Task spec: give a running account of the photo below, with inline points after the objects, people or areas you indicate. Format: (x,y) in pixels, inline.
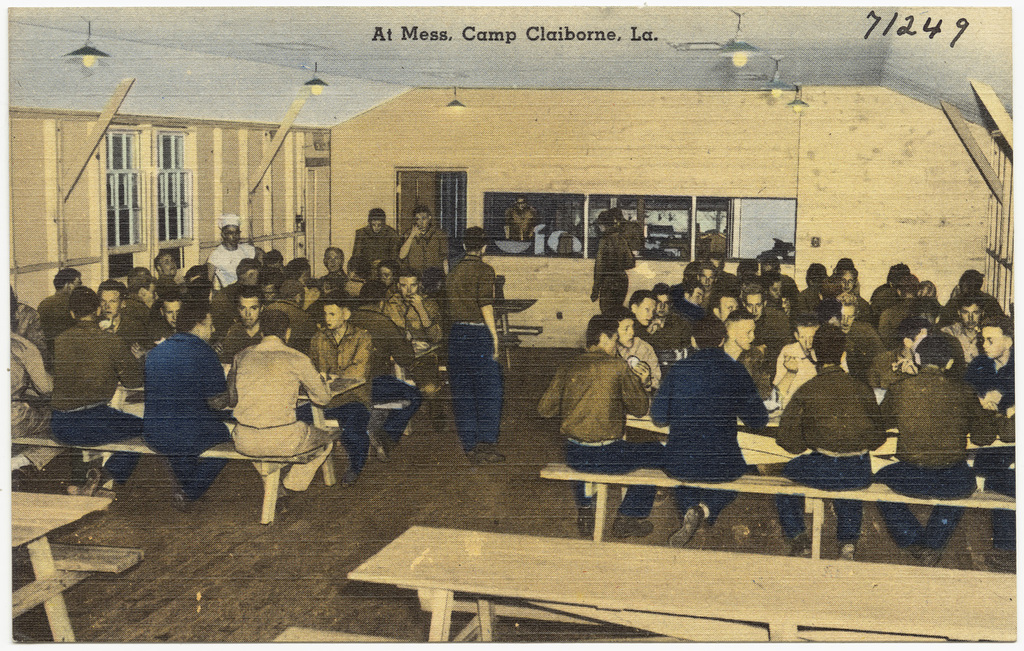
In this image we can see a poster (433,381) in which there are some persons (193,376) sitting on benches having some food item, drinks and in the background of the image (612,217) there are some persons (514,226) standing in the kitchen (663,221), serving some food (542,246) there is a door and top of the image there are lights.
